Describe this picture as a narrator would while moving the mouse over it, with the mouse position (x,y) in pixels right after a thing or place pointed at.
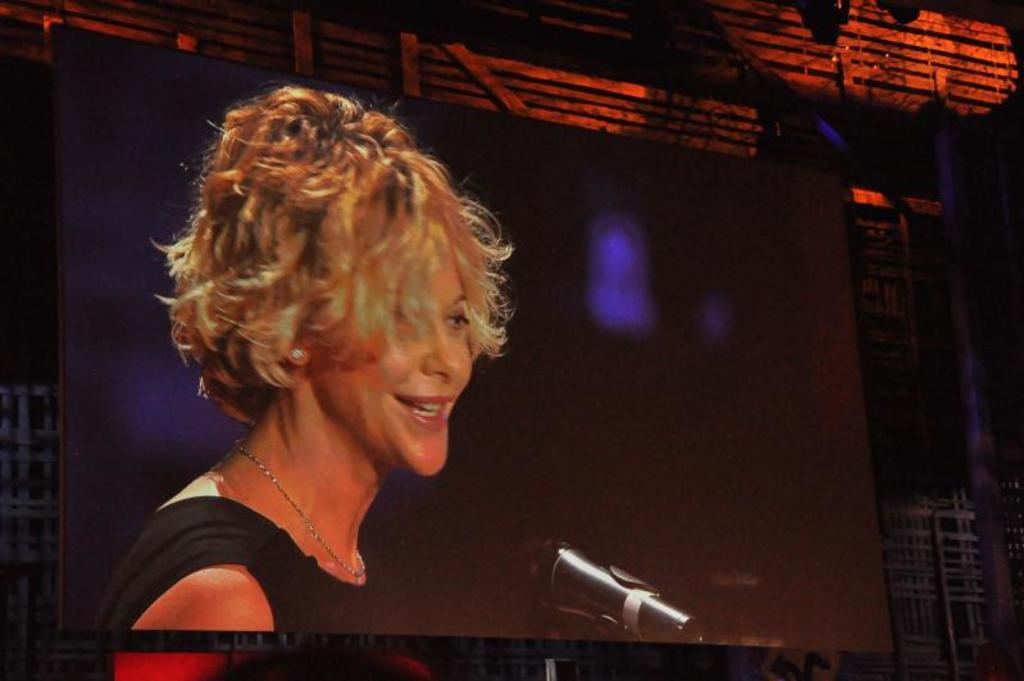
In this image there is one women's picture (343,438) as we can see at left side of this image (333,390) and there is a screen (447,147) in the background (697,269) which is in black color and there is a picture of Mic (634,593) at bottom of this image (607,584) and there is a wooden wall (695,92) in the background (739,77).
